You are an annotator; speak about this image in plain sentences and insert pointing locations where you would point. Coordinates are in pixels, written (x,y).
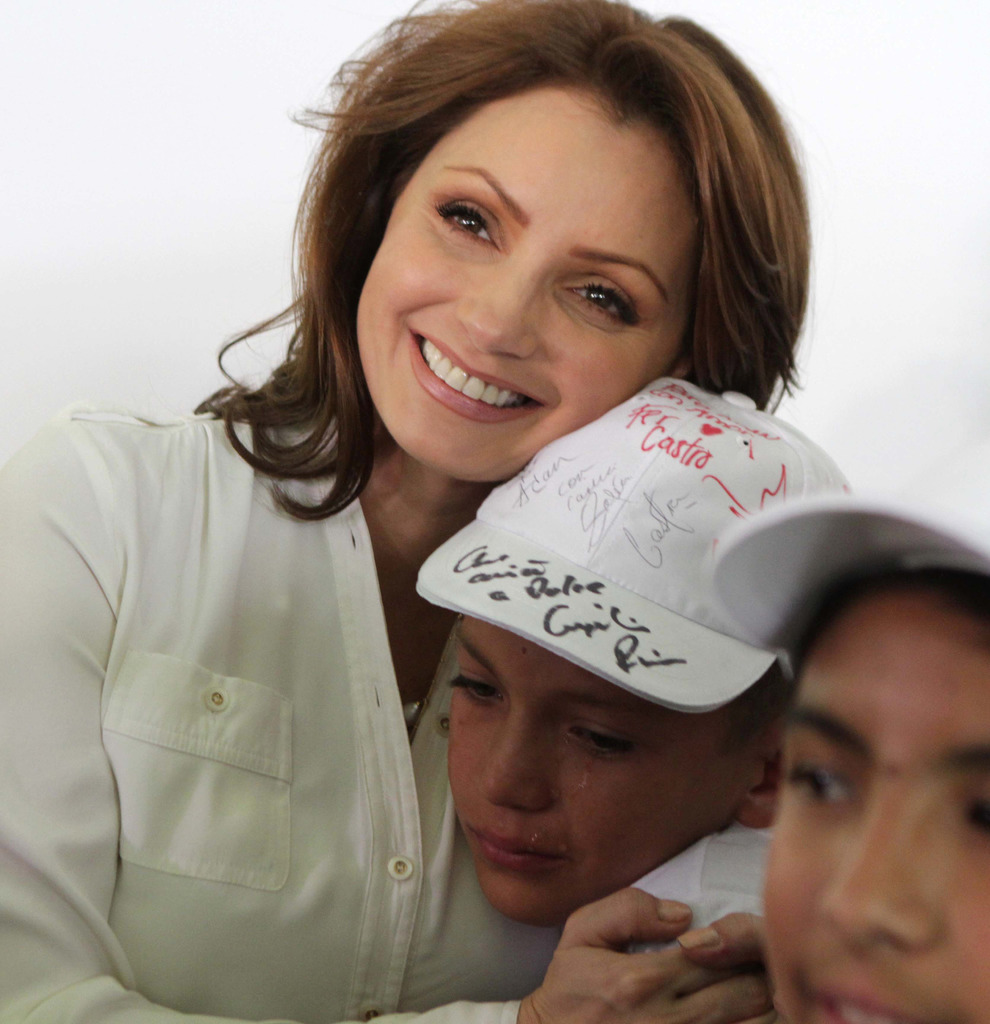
In the image few people (495,110) are sitting and crying and smiling.
